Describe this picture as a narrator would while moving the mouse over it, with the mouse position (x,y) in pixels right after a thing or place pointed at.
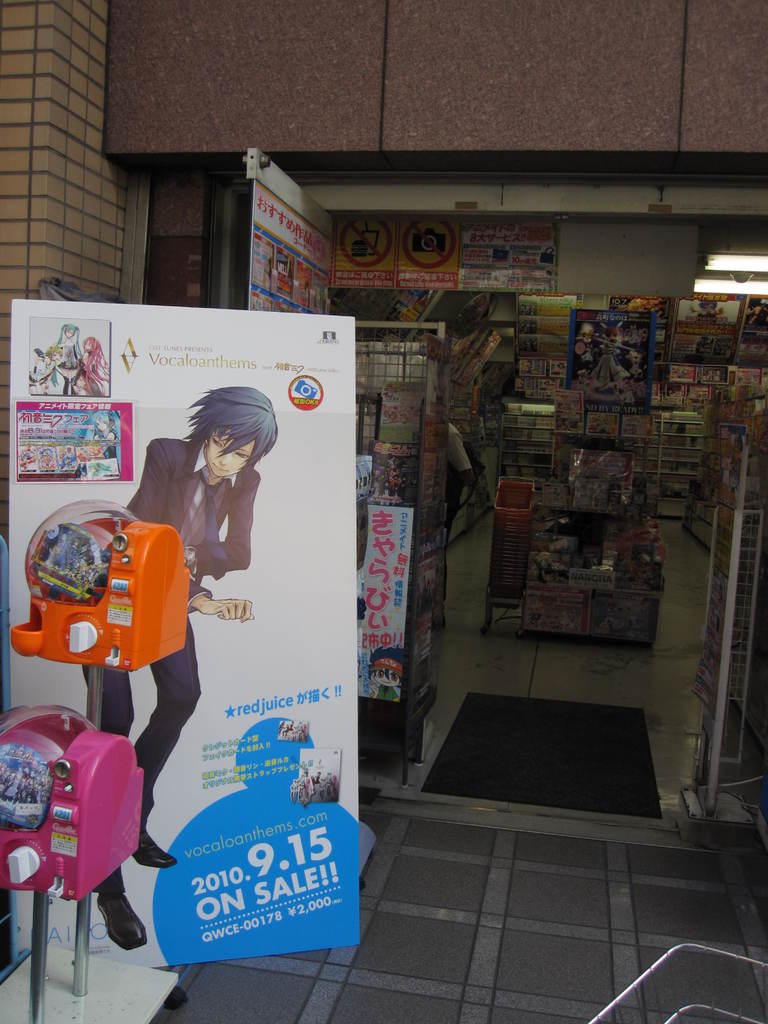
In this image we can see the entrance (366,408) of a shop (426,426). In this image we can see some plastic objects (549,303), lights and other objects (549,303). On the left side of the image (149,542) there are vending machines (106,639) and a board (14,656). At the bottom of the image (452,941) there is the floor (454,960). At the top of the image (387,42) there is the wall (398,151).
